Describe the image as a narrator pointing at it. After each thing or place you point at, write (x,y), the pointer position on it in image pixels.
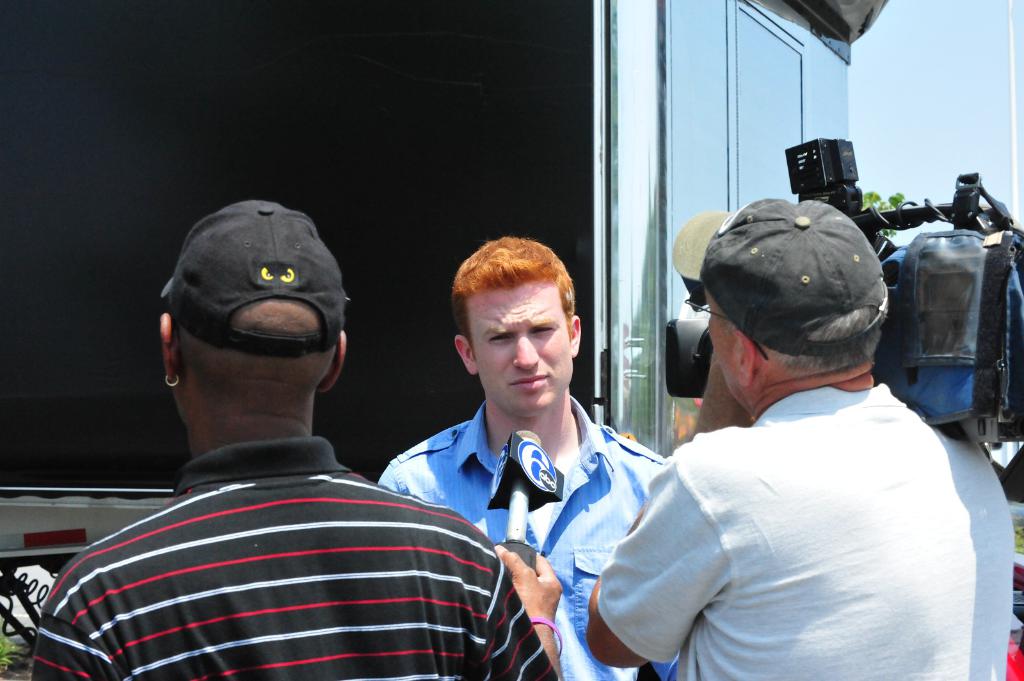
In this image we can see a few people (367,554) and one person (785,656) among them is carrying a camera (1001,428) and another person (314,462) is holding a mic (522,518). In the background (836,55), there is an object (45,522) which looks like a trailer (670,55).
